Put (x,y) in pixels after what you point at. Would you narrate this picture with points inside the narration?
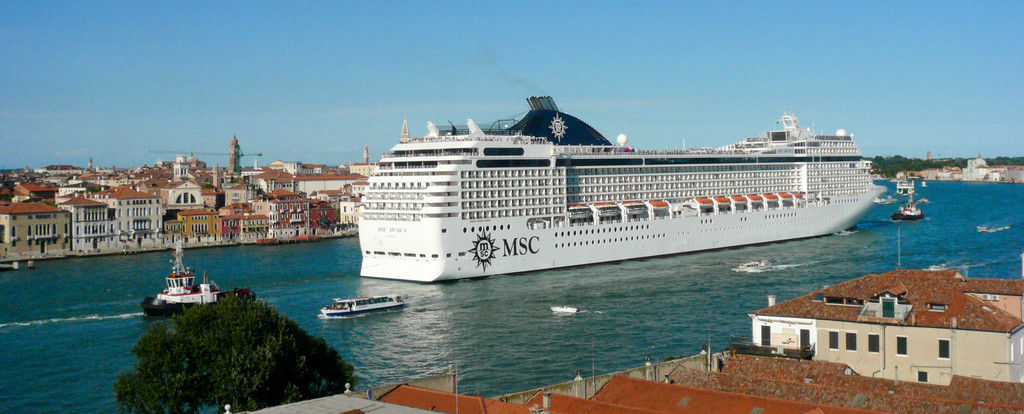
In this image I can see the water (520,343), a tree (299,345), the roofs (720,377) of few buildings (882,294), few boats (169,309) and a huge ship (539,267) on the surface (906,245) of the water (872,223). In the background (239,186) I can see few trees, few buildings (958,173), a crane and the sky (407,103).
